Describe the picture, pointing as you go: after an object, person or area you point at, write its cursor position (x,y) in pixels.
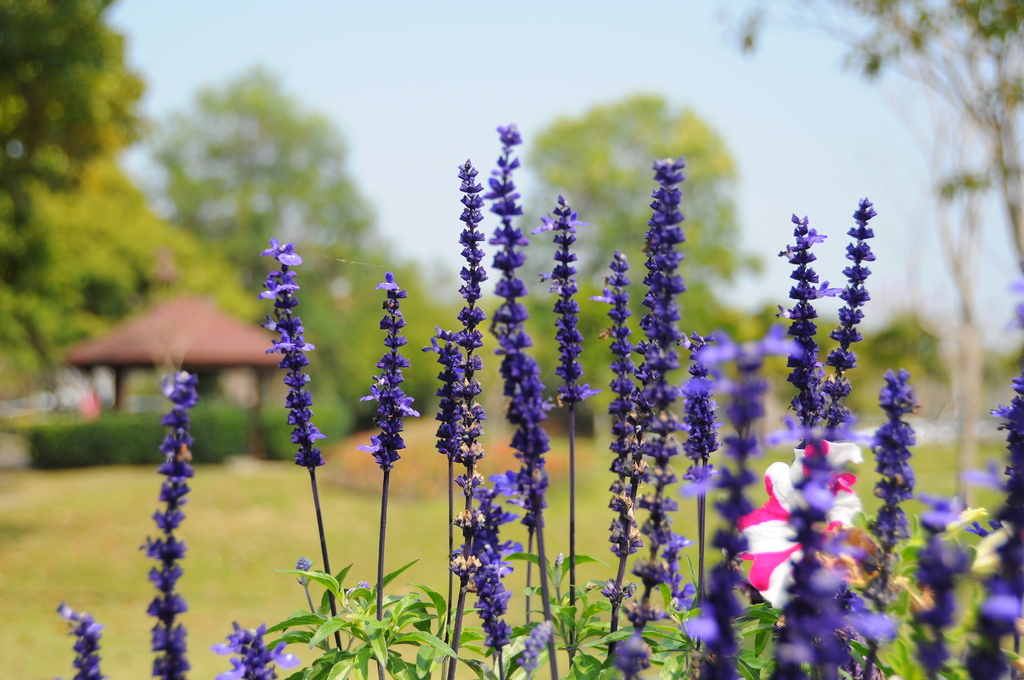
In the picture there are purple colored flowers (312,404) of the plant (517,484) and in between there is a pink and white color flower (758,533), the background of the plant (571,284) is blur.
